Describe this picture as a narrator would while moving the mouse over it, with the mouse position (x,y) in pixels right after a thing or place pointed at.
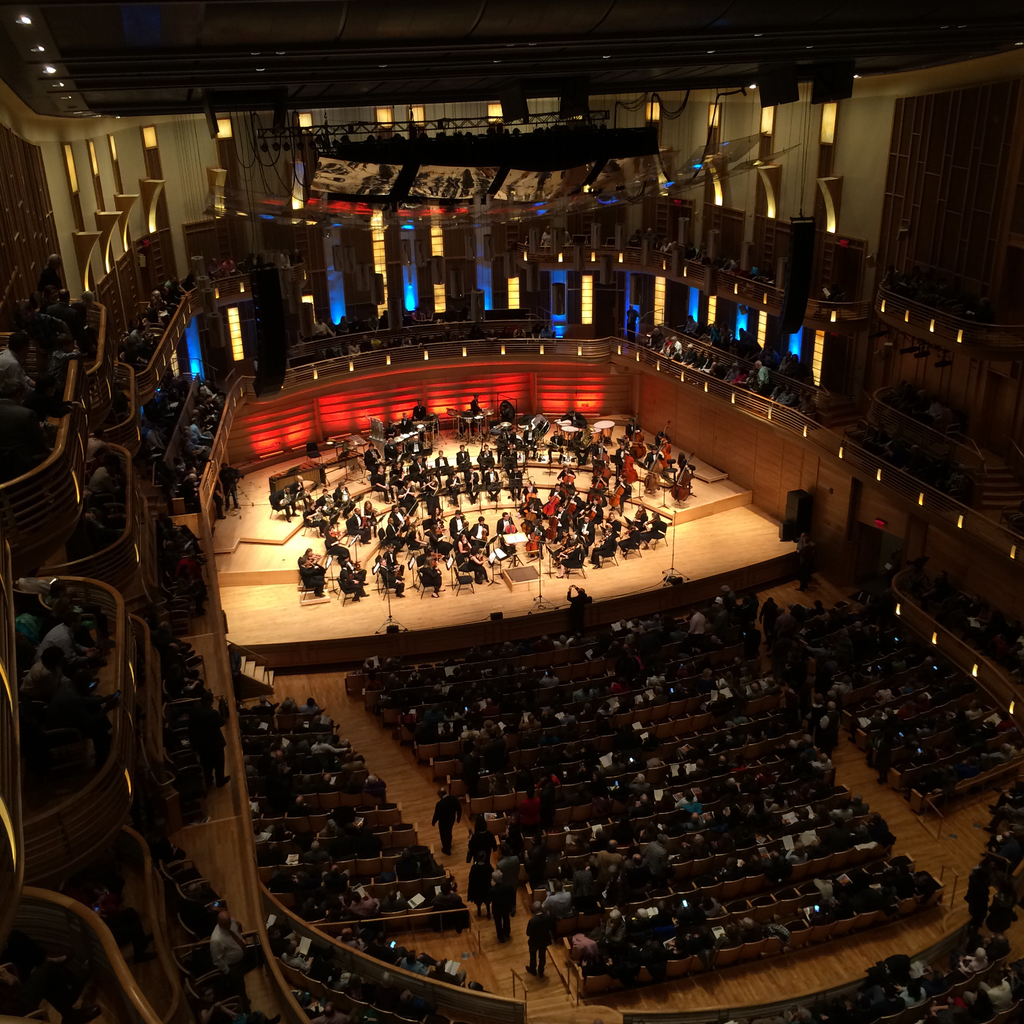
In this image I can see there are few people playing the musical instruments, there are few audience (312,745), lights (1,811) and there are few balconies (59,894).
